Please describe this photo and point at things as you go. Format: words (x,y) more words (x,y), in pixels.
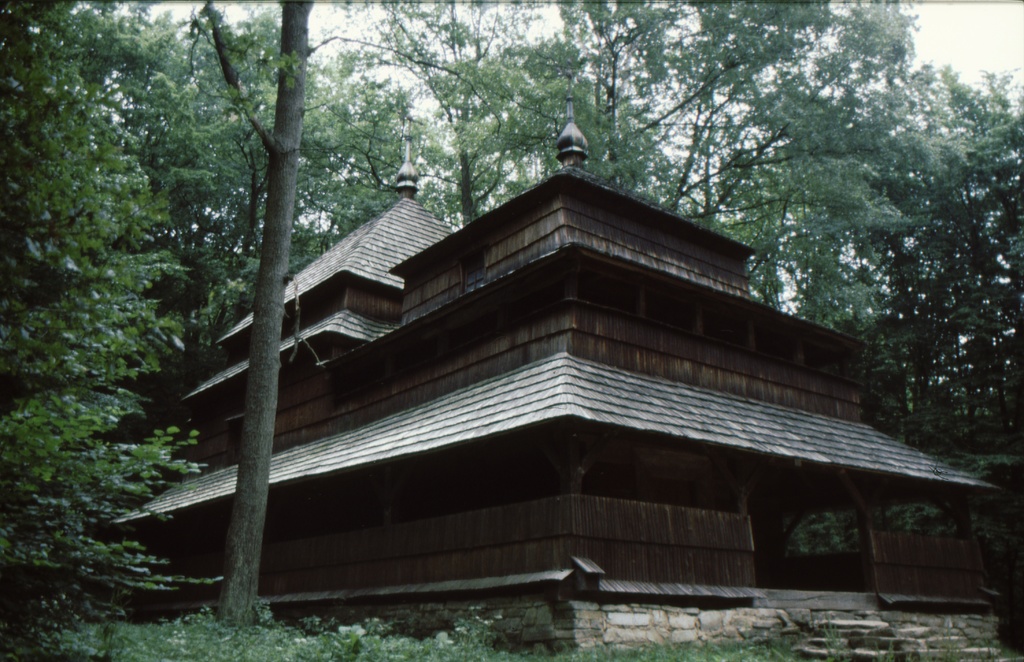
In this picture there is a wooden house (713,347) and there are trees (446,30). At the top (966,55) there is sky (954,63). At the bottom (734,649) there is grass (711,650).
